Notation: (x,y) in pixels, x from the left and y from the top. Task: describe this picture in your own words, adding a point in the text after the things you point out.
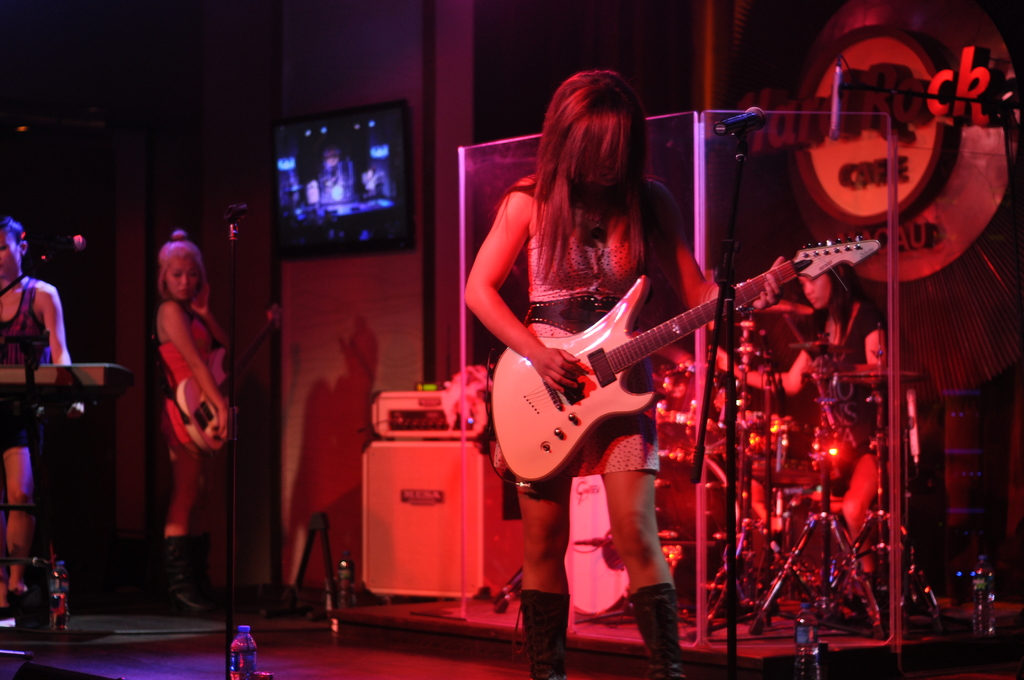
This image is clicked in a musical concert. There are four people (570,363) in this image, all of them are playing musical instruments (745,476). Behind them there are drums (718,394) and there is a woman (830,330) who is playing drums (669,469). There is a TV (302,210) on the top (315,210).
